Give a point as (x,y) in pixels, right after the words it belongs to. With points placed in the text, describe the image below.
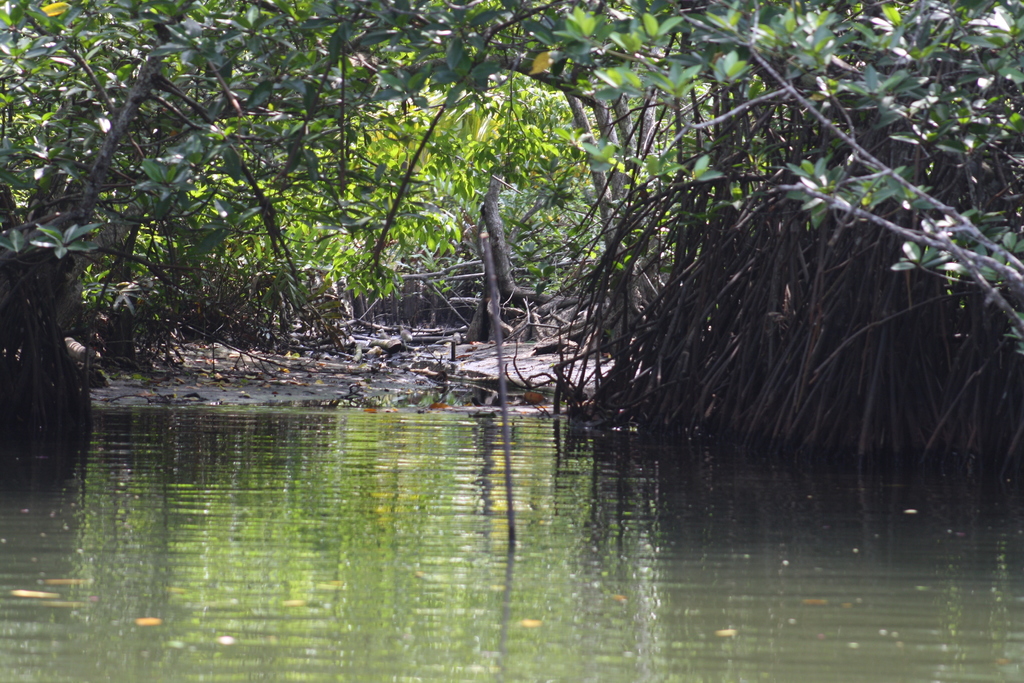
In this image, I can see the trees (740,240) with branches (781,90) and leaves (317,176). This is the water (385,564) flowing.
